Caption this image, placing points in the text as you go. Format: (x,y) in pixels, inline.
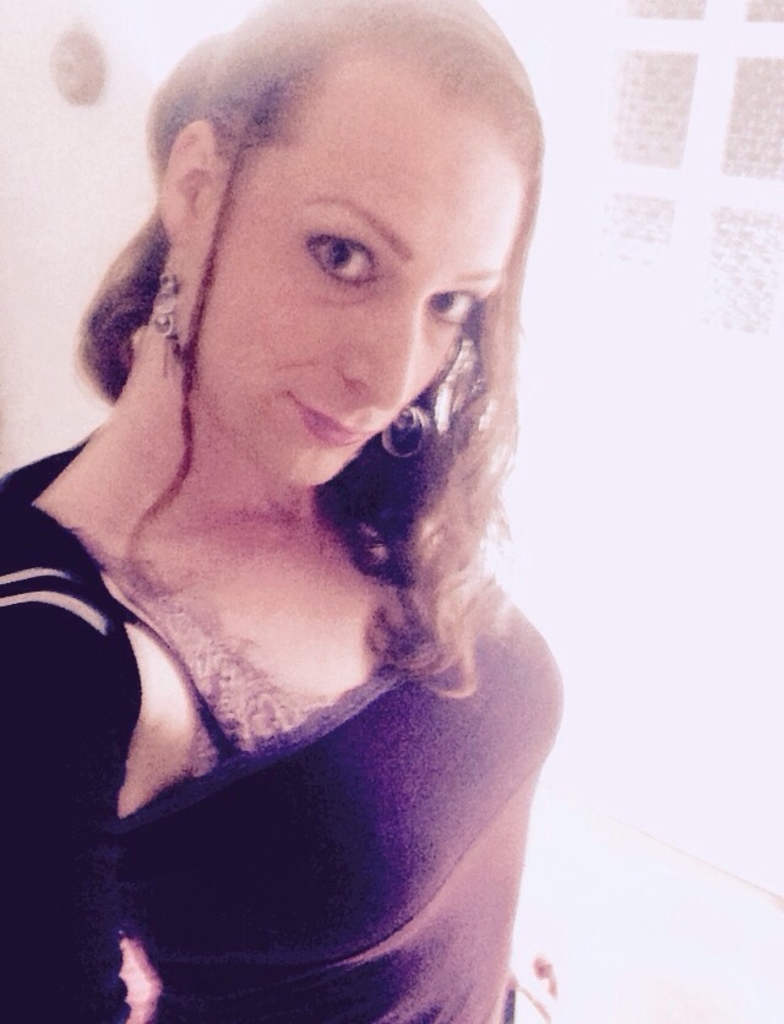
A picture of a woman (273,670). Background (585,22) it is in white color.
